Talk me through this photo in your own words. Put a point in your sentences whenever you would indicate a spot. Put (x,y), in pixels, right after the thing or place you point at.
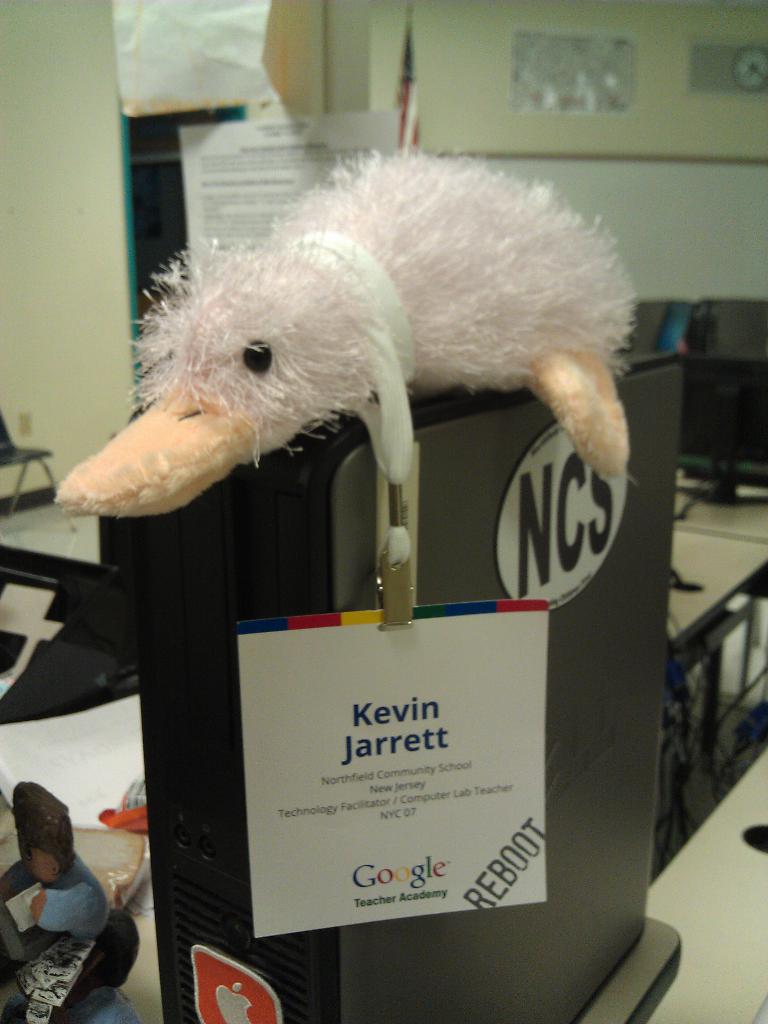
In this image I see a black thing (375,505) over here on which there are 3 alphabets (565,502) and I see a soft toy (293,227) on this thing (291,592) and I see that the soft toy (364,381) is of cream and pink in color and I see an id (387,681) over here on which there are words (347,741) written and I see few more things (143,840) over here. In the background (541,5) I see the wall (598,151) and black color things (692,348) over here.
